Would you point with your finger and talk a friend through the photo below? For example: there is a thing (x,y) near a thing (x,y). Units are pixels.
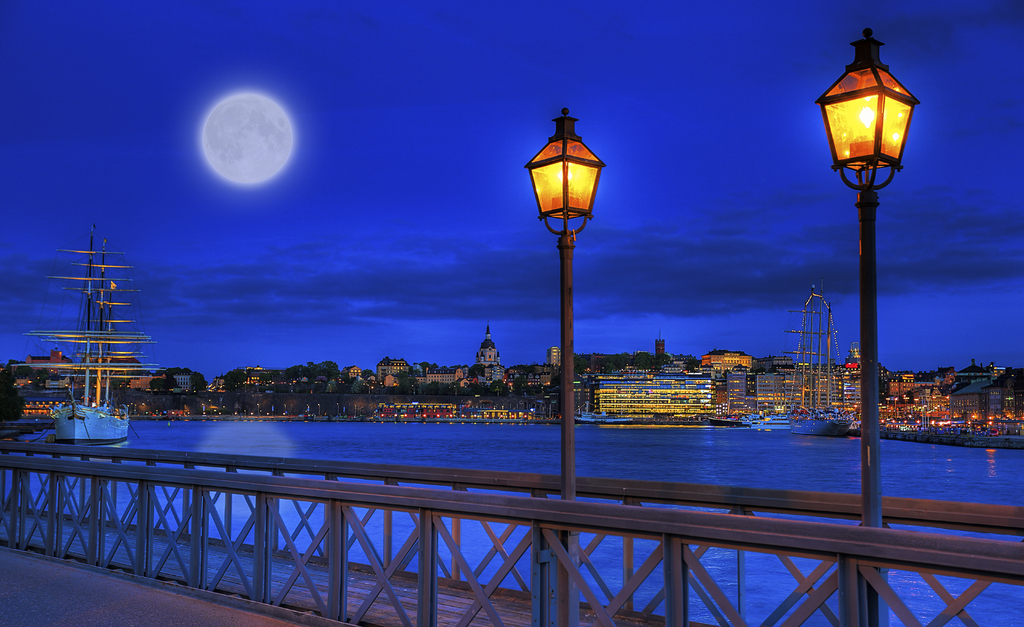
Here we can see railing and light poles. Background (840,479) we can see boats (846,424), water (503,448), buildings (644,403) and trees (313,367). Moon (253,147) in the sky (373,109).
